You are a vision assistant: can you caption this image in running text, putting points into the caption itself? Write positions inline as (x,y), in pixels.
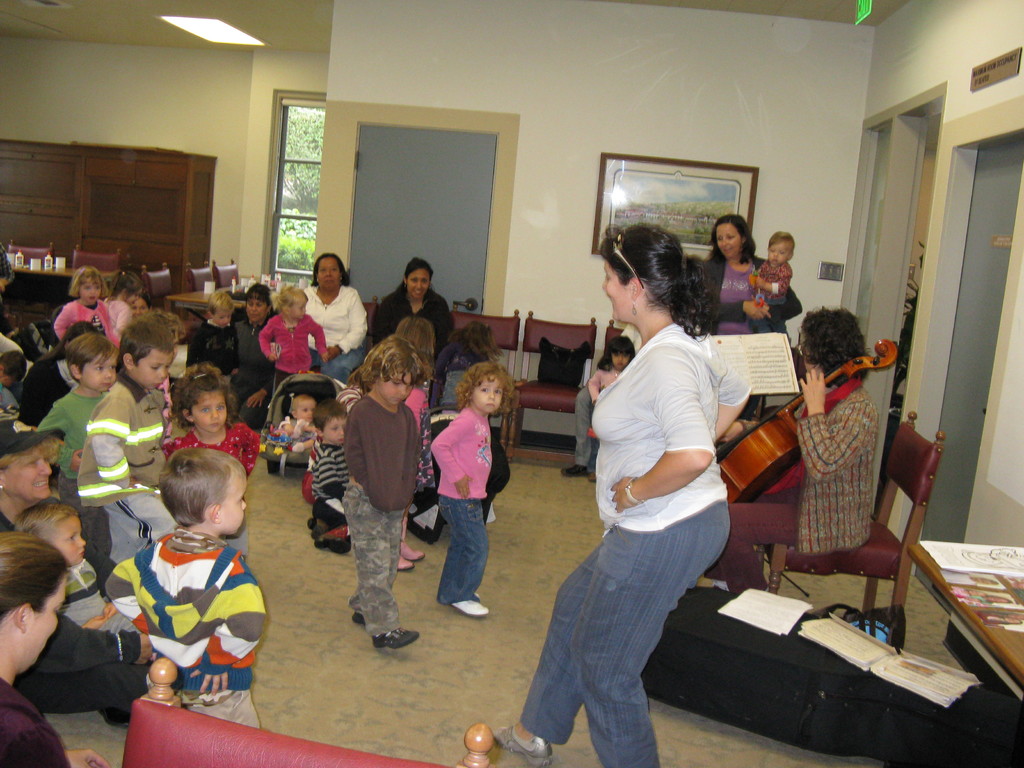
This picture shows group of people (666,371) they are all in a room (277,603), in the right side of the image (833,495) a woman (833,506) seated on the chair (852,561) and playing a musical instrument (783,440) and we can find some baggage (848,672) here, in the background (305,134) we can see some trees (300,153).
